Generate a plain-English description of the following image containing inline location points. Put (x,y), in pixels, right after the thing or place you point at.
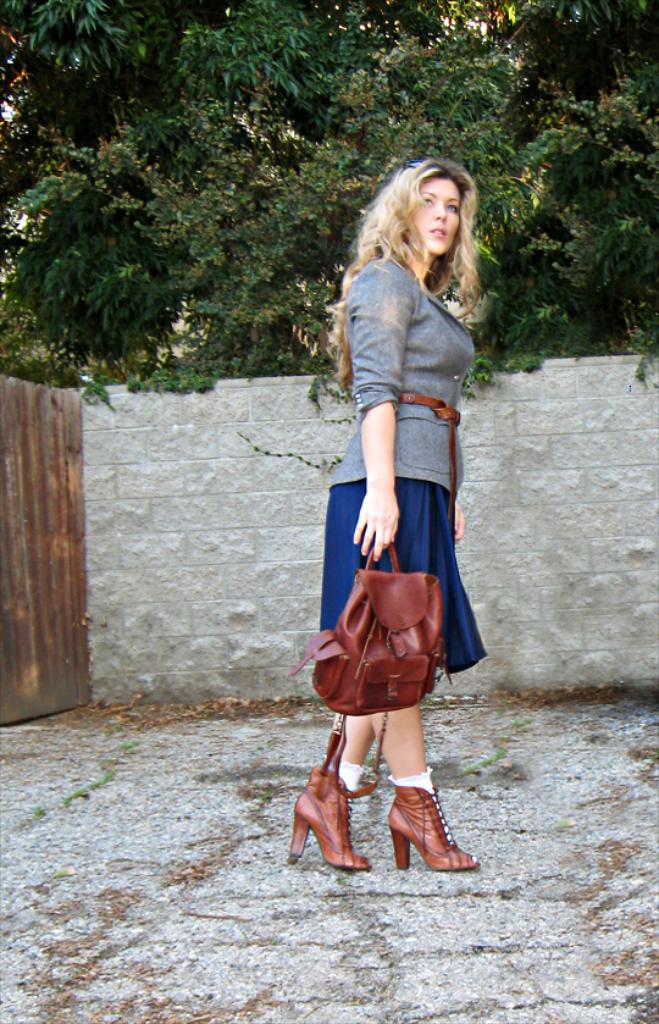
In the middle of the picture (418,548), we see a woman (401,452) in blue dress (348,537) and a grey jacket (383,355) is standing. She is holding a brown bag (394,605) in her hand (387,521). She might be posing for the photo. At the bottom (223,869), we see the pavement (296,954) and the dry leaves (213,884). Behind her, we see a wall (244,535) which is made up of stones (467,538). On the left side (74,479), we see a brown color gate (34,563). There are trees (210,194) in the background (481,242).
